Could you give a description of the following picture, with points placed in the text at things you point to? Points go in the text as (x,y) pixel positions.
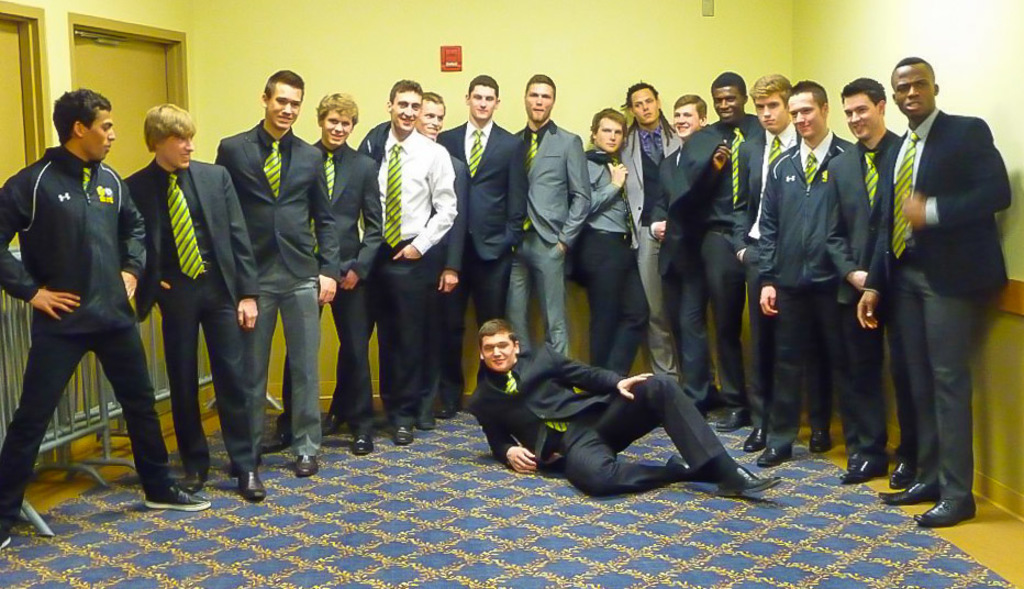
Here we can see people (275,225). These people (476,224) wore suits (881,207). Floor (264,480) with carpet (141,539). Background (463,57) there is a wall (474,357). Here we can see fence (75,398) and doors (22,85).
